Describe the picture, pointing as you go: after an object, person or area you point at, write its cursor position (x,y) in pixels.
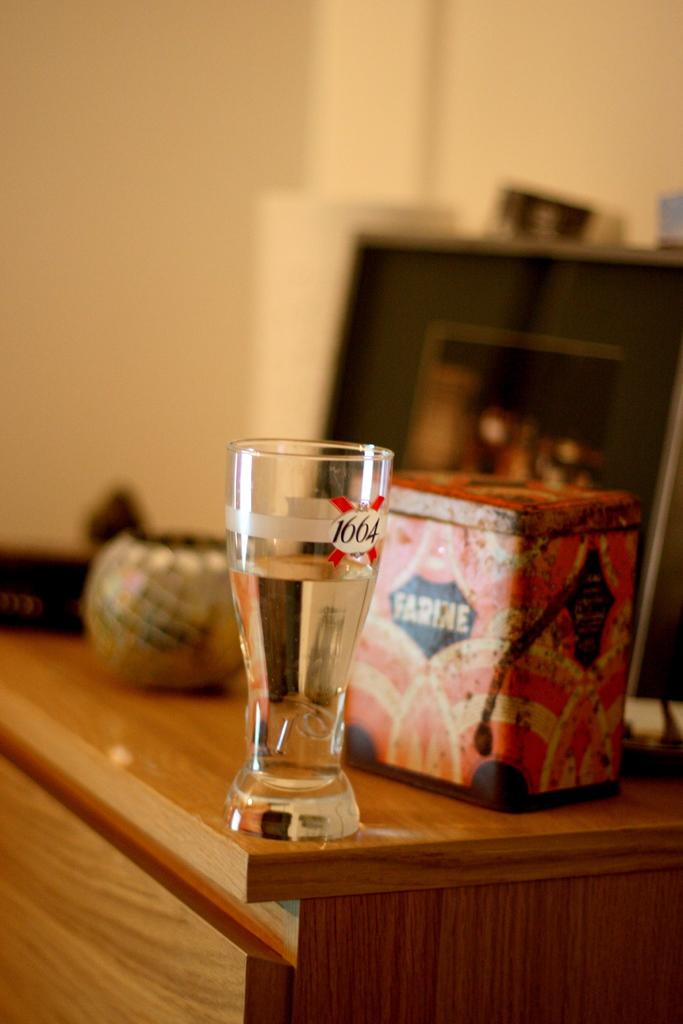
On the background (298,146) we can see a wall (268,100) and on the table (101,805) we can see a box (471,639), a glass (361,558) of water (242,622) and a pot (167,633).
